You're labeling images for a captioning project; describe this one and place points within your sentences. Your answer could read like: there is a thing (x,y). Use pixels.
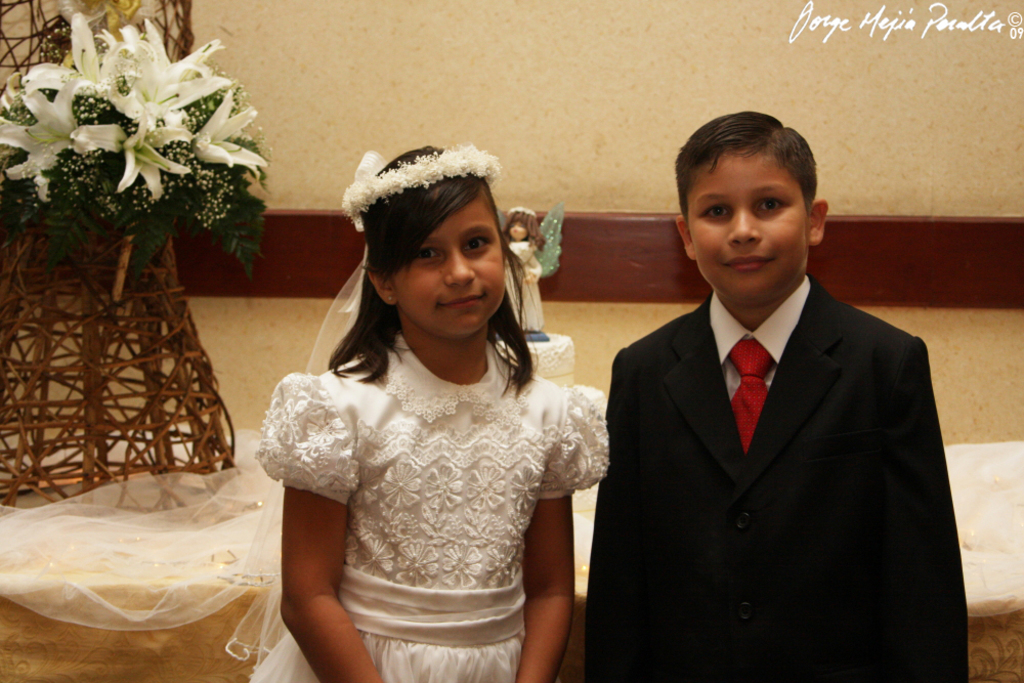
In this image we can see a girl (422,378) and a boy (664,378), decor (180,308) and walls (579,172).
